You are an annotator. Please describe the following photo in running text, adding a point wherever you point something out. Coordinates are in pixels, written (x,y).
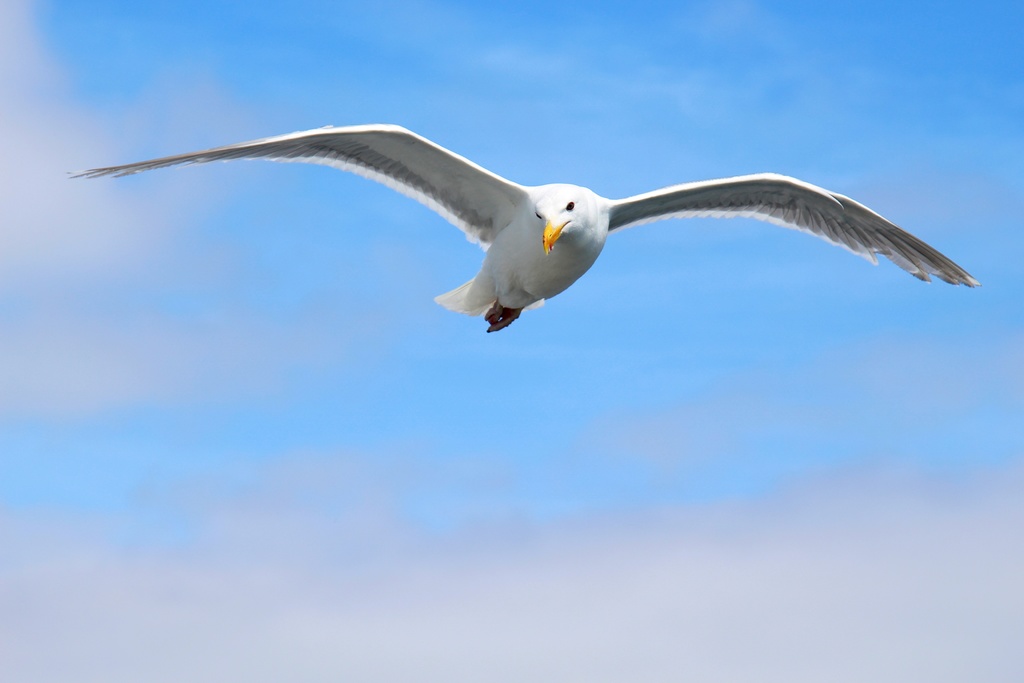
In this image there is a bird (582,257) flying in the sky (650,314) on the top of this image (582,212) and there is a sky (508,387) in the background (494,555).
